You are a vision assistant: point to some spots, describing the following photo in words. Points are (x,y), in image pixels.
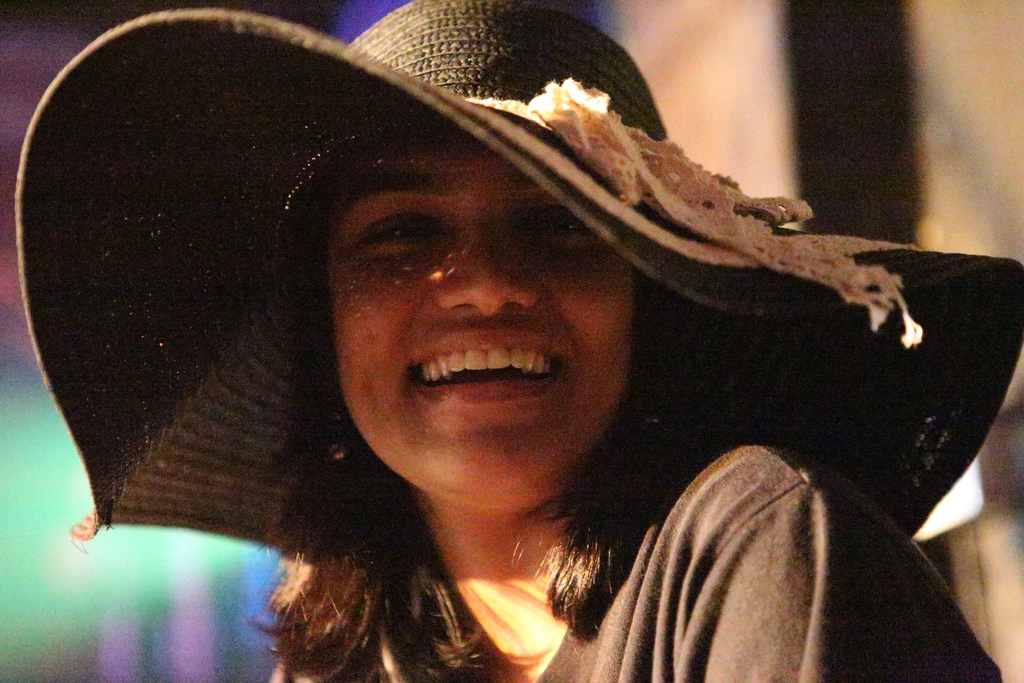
In the center of the image (660,265) there is a lady (278,636) wearing a cap (716,285). she is smiling.
